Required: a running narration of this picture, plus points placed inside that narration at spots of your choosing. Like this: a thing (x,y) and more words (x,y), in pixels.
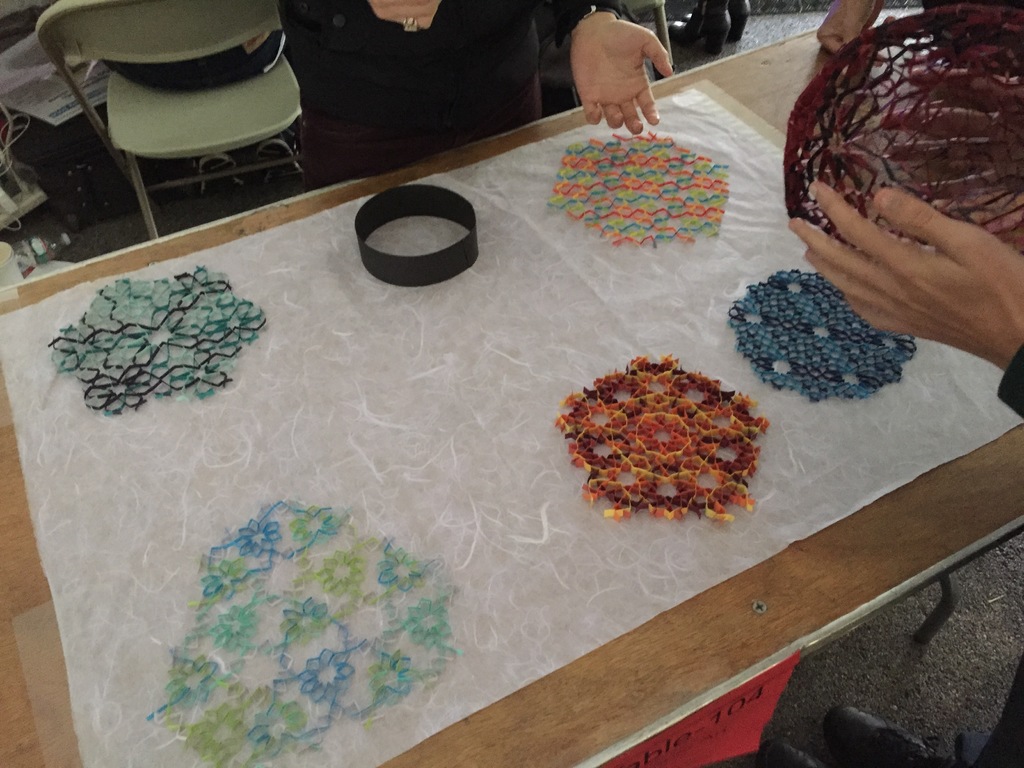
In this picture we can see few designs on the cloth (481,490), and the cloth (709,556) is on the table (794,553), and we can see few people (428,38), a chair (202,107) and a bottle (48,250).
